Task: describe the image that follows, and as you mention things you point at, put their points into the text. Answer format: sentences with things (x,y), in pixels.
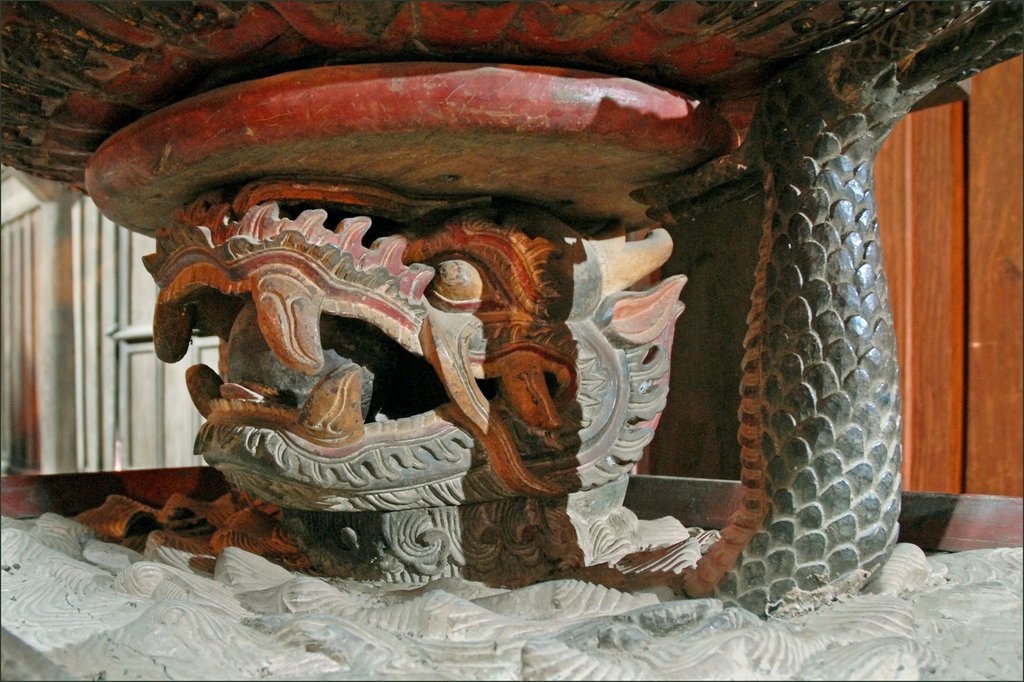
In this image I can see a sculpture (254,391). I can see colour of this sculpture (570,448) is red, black and white.
